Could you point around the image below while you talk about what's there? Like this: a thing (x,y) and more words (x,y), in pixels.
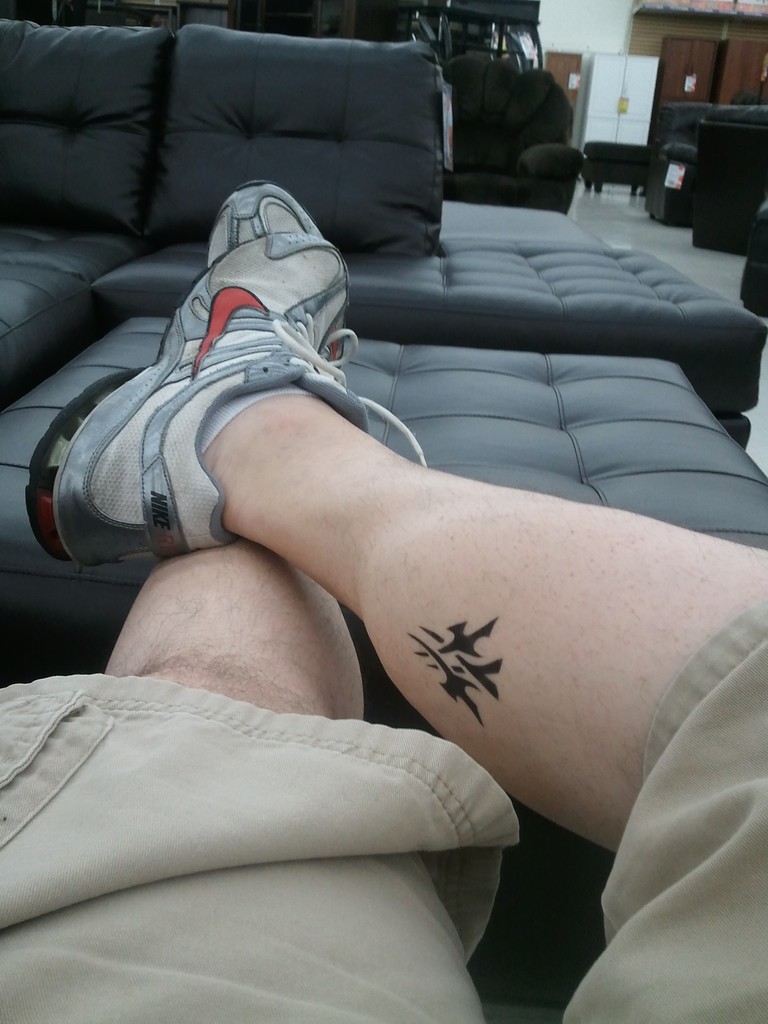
In this image there are person legs (378,482) with shoes (104,421) and at the background (68,169) there is couch (426,180), pillows (423,139), cupboard (623,110), door (689,70), wall (596,18).
